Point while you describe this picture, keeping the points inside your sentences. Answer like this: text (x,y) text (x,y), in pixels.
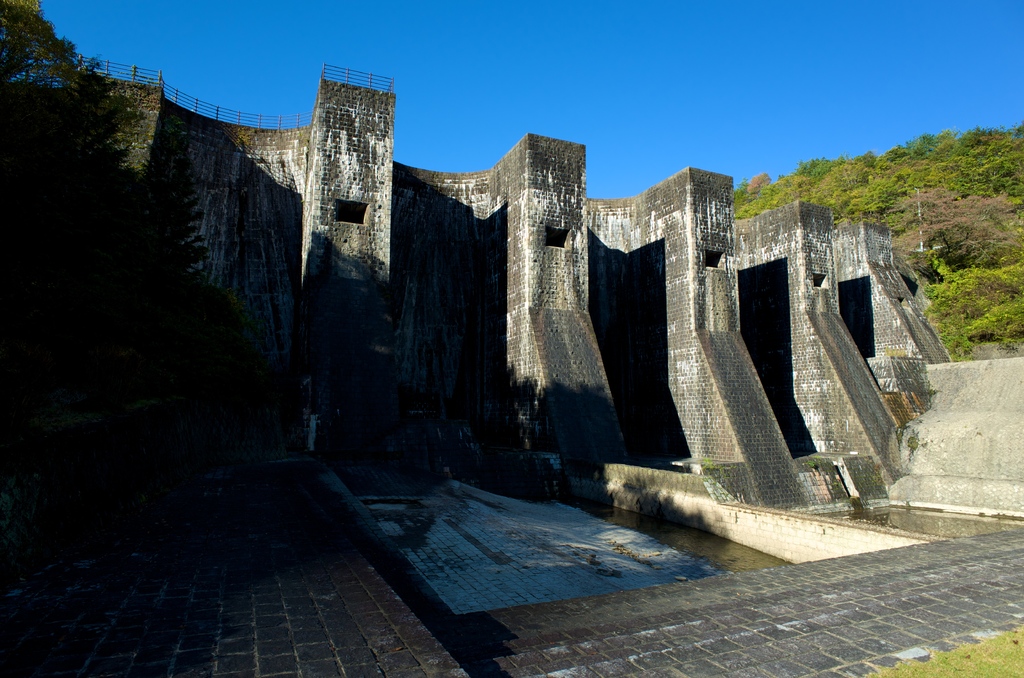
In this picture I can see a dam (398,263) in front (360,314) and in the background (809,177) I see number of trees (12,94) and the sky (657,85).
